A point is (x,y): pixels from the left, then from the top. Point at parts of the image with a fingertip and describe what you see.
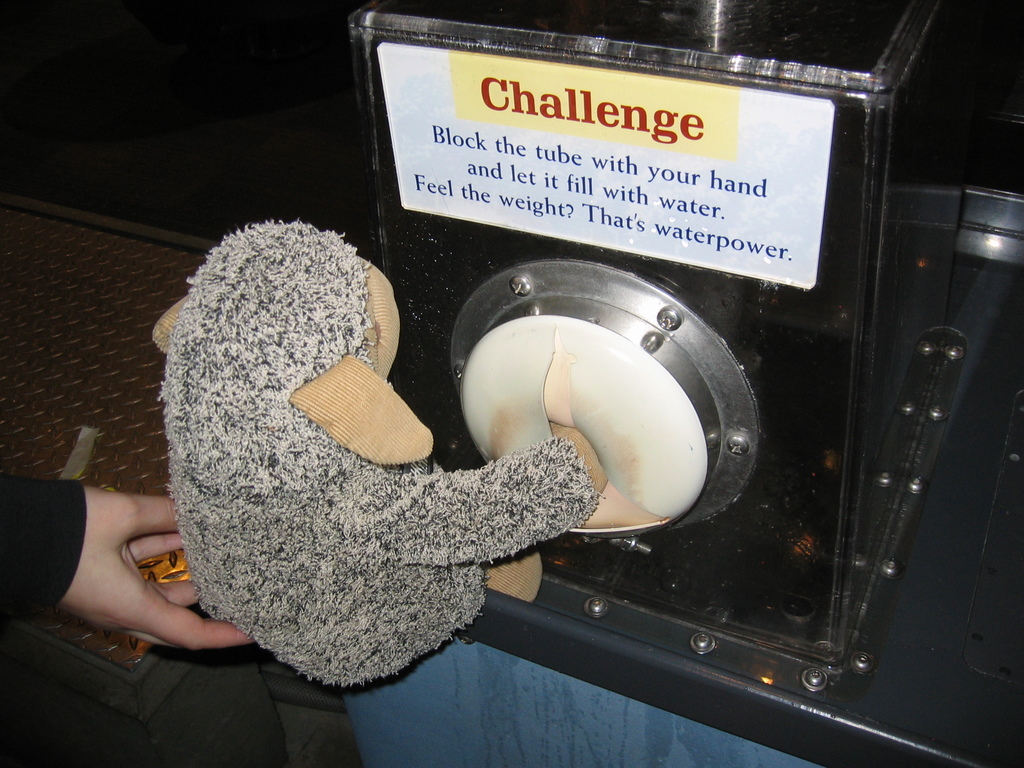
In this picture we can see a person's hand (160,543), toy (268,560), box (586,358) with a sticker (727,151) on it and some objects (952,326) and in the background (241,118) it is dark.
